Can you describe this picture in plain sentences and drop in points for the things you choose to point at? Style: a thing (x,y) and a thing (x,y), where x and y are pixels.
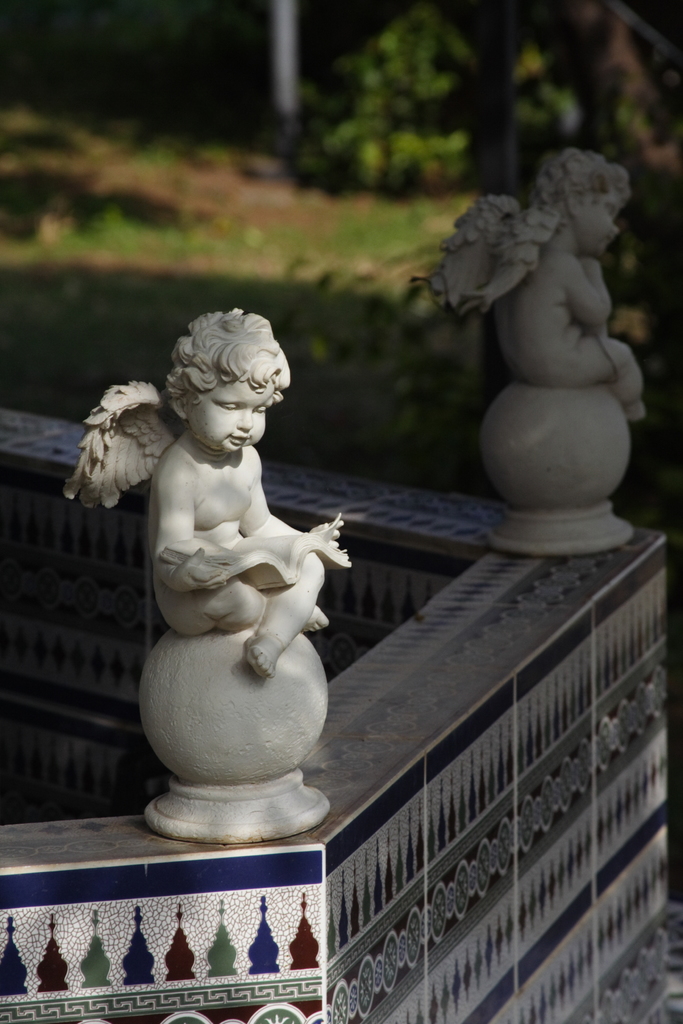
In this picture we can see there are two figures (221,570) on the wall (268,479) and behind the figurines (521,337) there is a blurred background (104,177).
